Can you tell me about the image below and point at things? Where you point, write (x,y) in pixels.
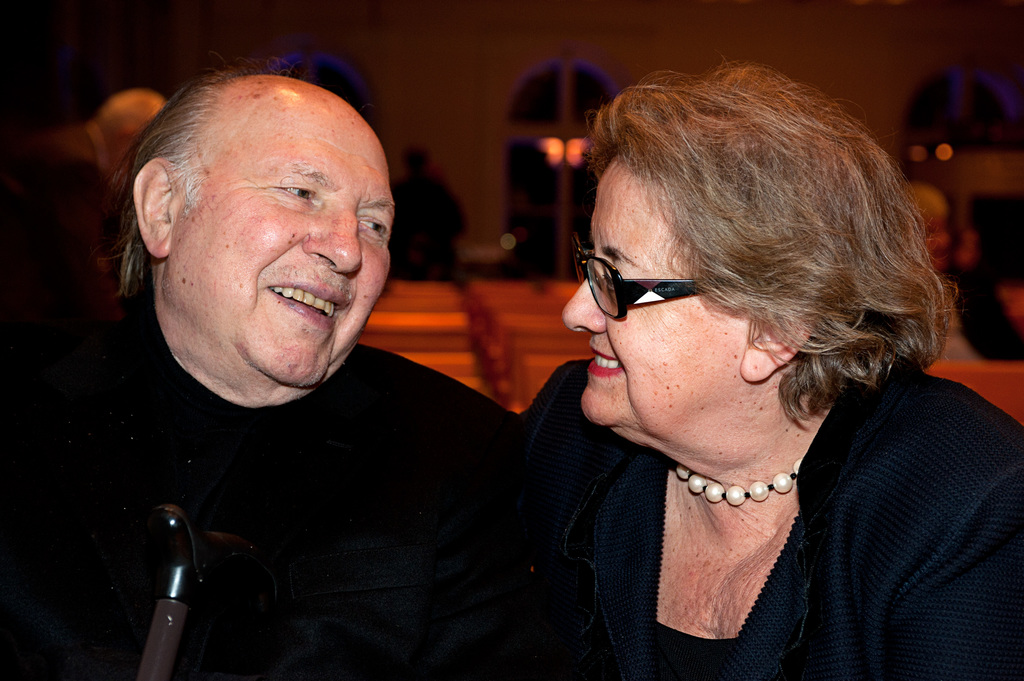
In the picture, there is a woman (807,536) and a man (286,505), both are talking to each other the woman (558,460) is wearing blue dress (807,552) and a pearl necklace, the man (394,558) is wearing a black dress (318,507). Both of them are smiling and the background of these two people (605,308) is blur.
